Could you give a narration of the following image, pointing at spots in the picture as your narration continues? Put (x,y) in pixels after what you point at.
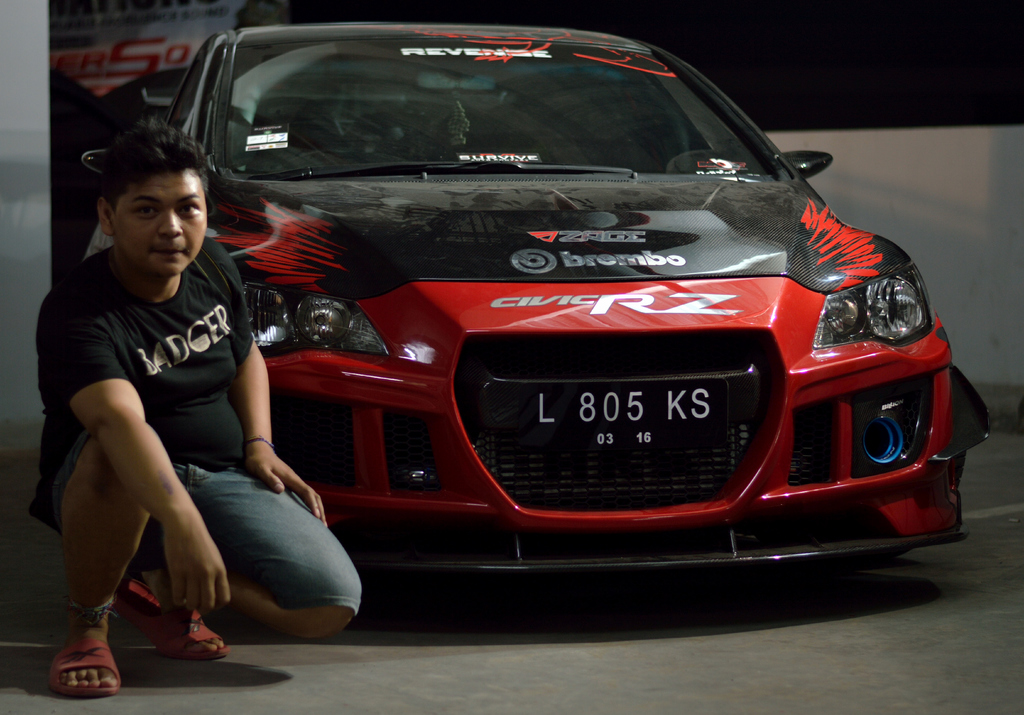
Here I can see a red color car (464,439) on the ground (509,660). On the left side (136,299) there is a person (163,544) sitting and looking at the picture. In the background (144,58) there is a banner (119,35) on which I can see some text (155,61). On the right side (940,214) there is a wall (965,174). The background (917,86) is in black color.
